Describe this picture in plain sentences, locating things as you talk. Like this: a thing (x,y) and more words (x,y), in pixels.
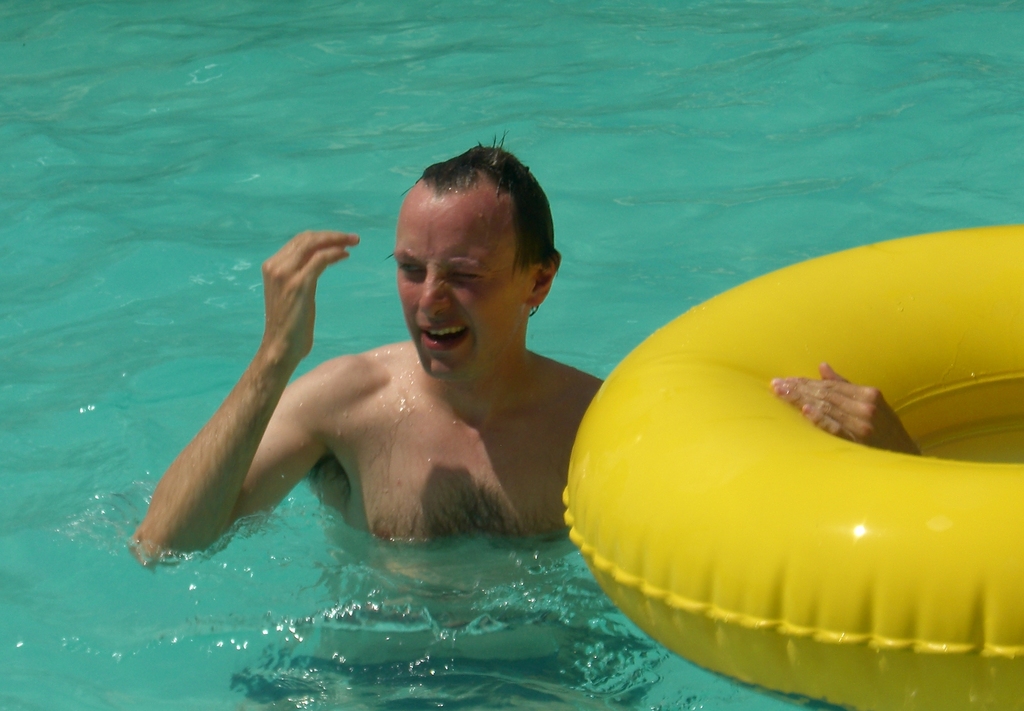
In this picture I can observe a man (393,374) in the water (372,677). On the right side (853,358) there is yellow color inflatable ring (745,385) floating on the water (838,176). In the background (373,77) there is water (437,70).
